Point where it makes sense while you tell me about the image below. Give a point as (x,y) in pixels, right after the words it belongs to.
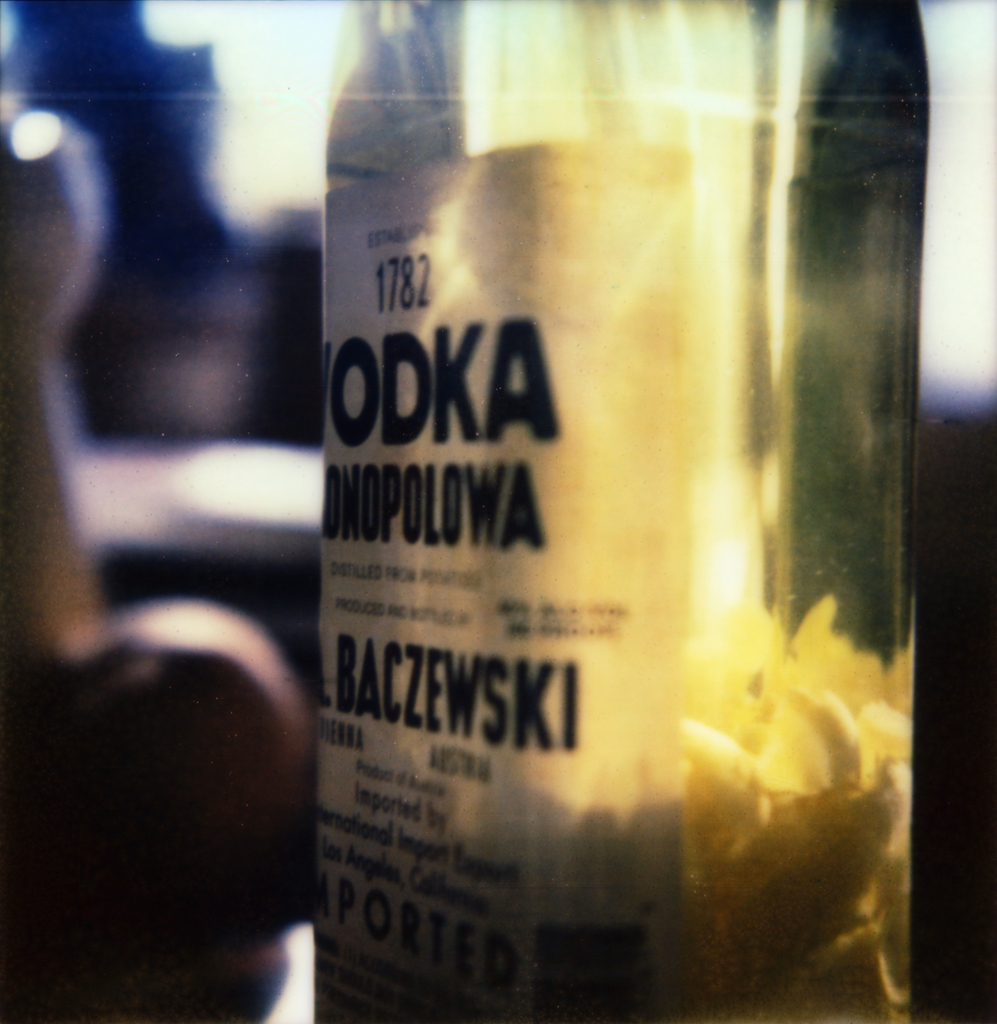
This is the picture of a bottle (526,641), the bottle (579,523) is covered with a sticker (509,720) and on the bottle (792,859) there are some food items (763,787). Background of the bottle (559,502) is blur.
